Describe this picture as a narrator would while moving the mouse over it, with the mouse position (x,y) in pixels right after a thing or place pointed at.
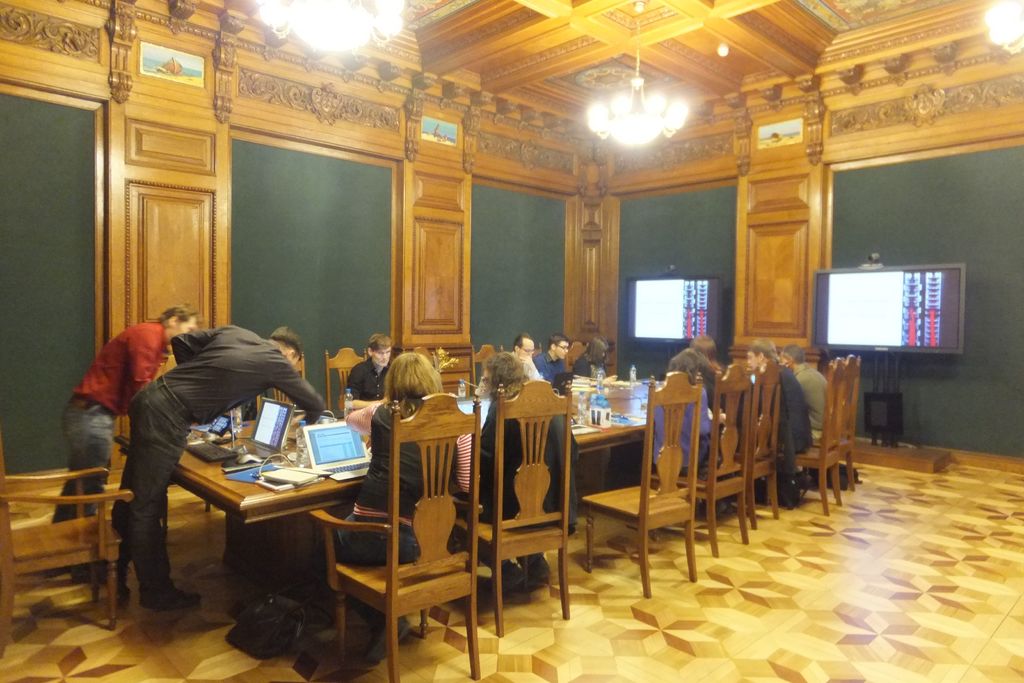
In this image i can see a group of people (510,375) sitting on chairs (668,435) around the table (609,440). On the table (596,450) i can observe water bottles (632,368) and laptops (328,445). I can see few people (148,418) standing. In the background (942,295) i can see television screens (711,307), wall (669,248) and the lights (648,128).
